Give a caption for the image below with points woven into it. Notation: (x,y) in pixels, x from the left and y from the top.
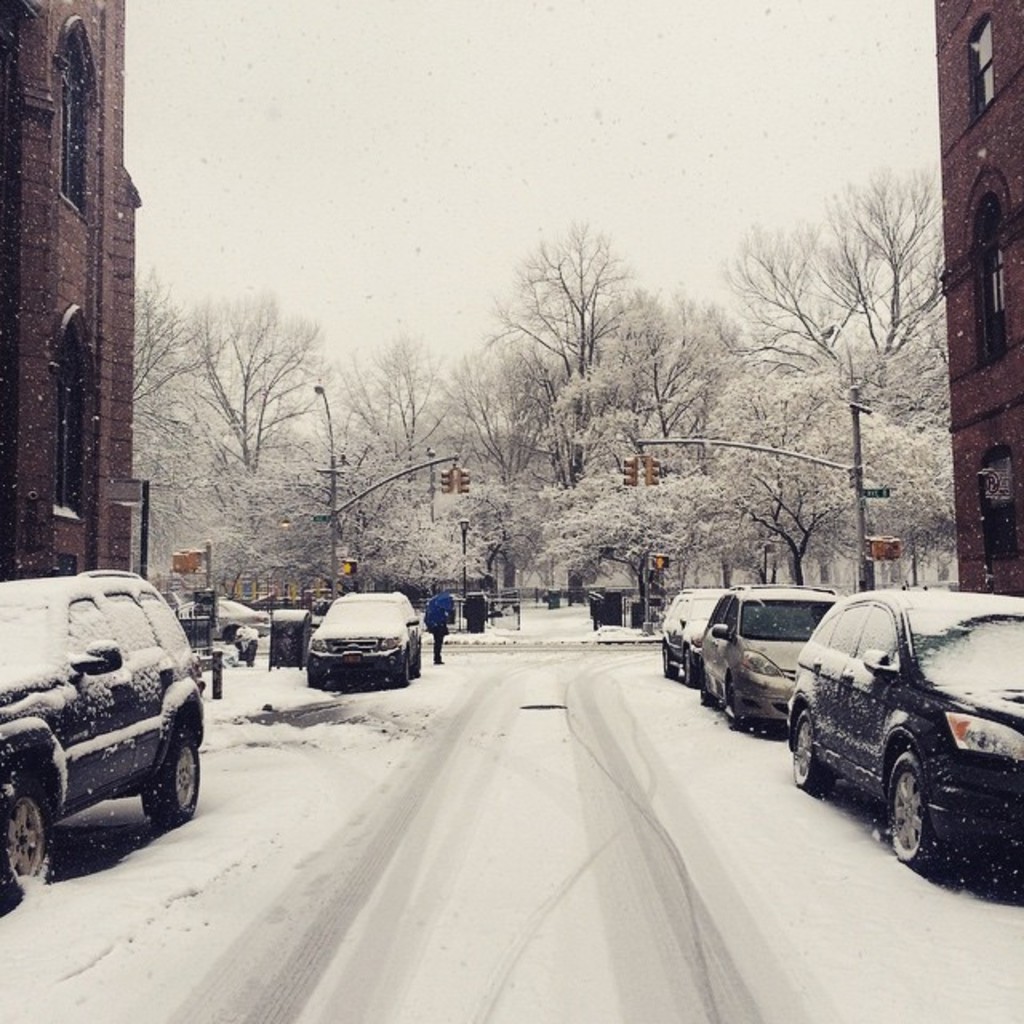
In this image I can see the snow (483,840) on the road (540,860) and few vehicles (751,667). I can see snow (935,635) on the vehicles (792,655). In the background (244,480) I can see few trees (443,514), few poles (393,475), few traffic signals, few persons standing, few buildings (957,13) and the sky (492,143).
